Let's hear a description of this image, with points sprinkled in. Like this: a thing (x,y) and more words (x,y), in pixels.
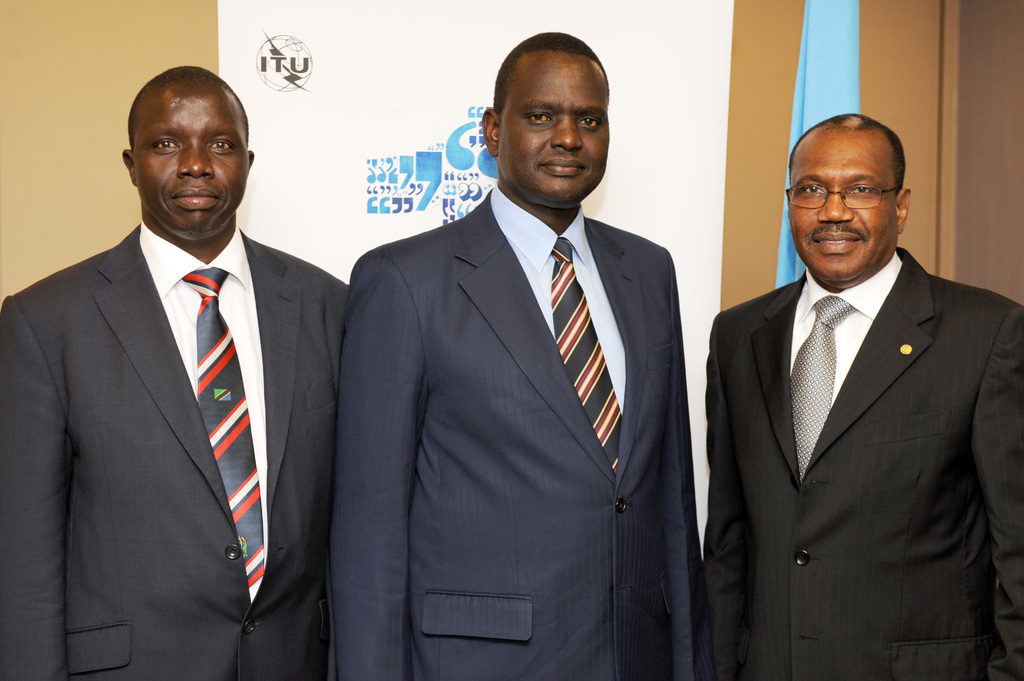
In this image there are three persons (610,421) standing. They are wearing suit (571,421) and tie (244,434). Right side person (812,247) is wearing spectacles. Behind them there is a banner (264,21) attached to the wall (65,238). Right side (829,42) there is a cloth (823,53).
